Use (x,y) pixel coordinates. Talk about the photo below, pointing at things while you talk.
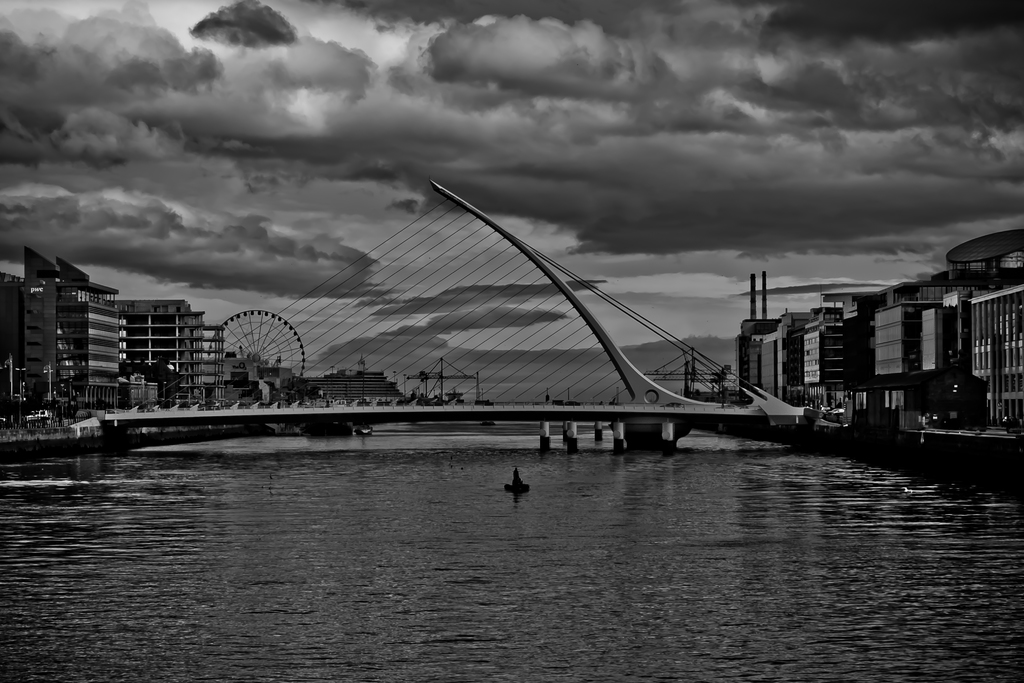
This is a black and white image, in this image at the bottom (283,527) there is a river (836,505) and in the center (525,390) there is a bridge (684,404). On the right (920,343) and left side (240,395) there are some buildings (211,384) and houses (911,408) and poles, and in the background (328,333) there is a giant wheel (254,341) and some wires (455,301) and some objects (727,384). At the top of the image (450,220) there is sky (662,180).
